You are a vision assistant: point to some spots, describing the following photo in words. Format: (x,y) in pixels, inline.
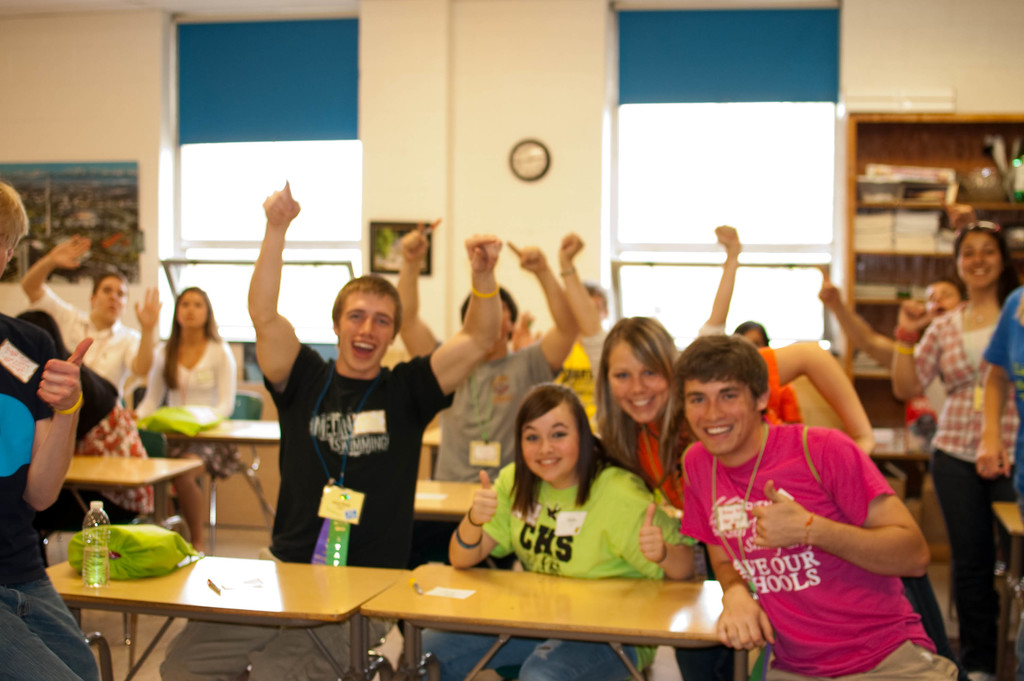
This picture is clicked inside the room (973,352). There are many people (204,658) in this room (653,276). The man (434,409) in black t-shirt (362,468) in the middle of this picture (366,443) is wearing ID card (362,495) and he is laughing. In front of them, we see table (371,597) on which green bag (118,543) and water bottle (107,562) is placed. In this room (140,459), we can see many tables (418,492) and chairs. Behind these people (494,329), we see a wall (444,146) which is white in color and on wall (373,214), we see photo frame (386,233) and some photos (95,208) placed on it and on the right corner of this picture (893,199), we see a cupboard (901,252) with books (897,240) in it.
